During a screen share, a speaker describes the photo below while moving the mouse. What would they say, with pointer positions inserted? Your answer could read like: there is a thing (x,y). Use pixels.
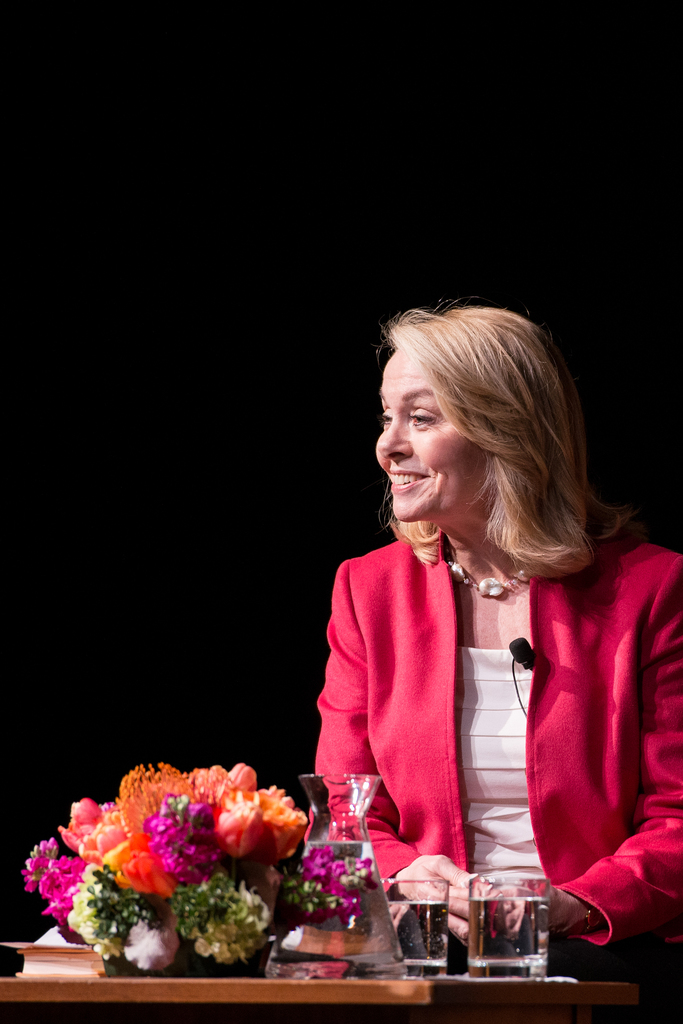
A beautiful woman (490,620) is smiling, she wore red color coat (542,707). There are water glasses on this table (421,1016) and a bouquet (149,899) of flowers (98,895).
